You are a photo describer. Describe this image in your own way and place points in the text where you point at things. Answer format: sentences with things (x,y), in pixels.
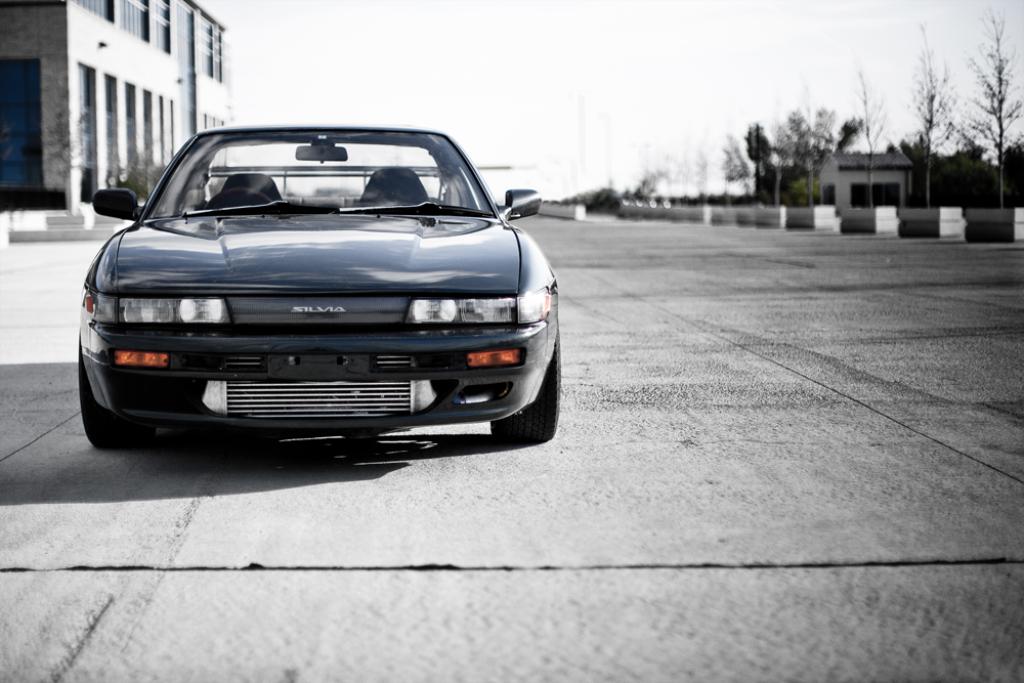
This is an edited picture. In the foreground (288,309) there is a car (332,228). The background is blurred. On the right (865,164) there are trees (810,178) and a building (877,181). Sky (384,72) is sunny.
